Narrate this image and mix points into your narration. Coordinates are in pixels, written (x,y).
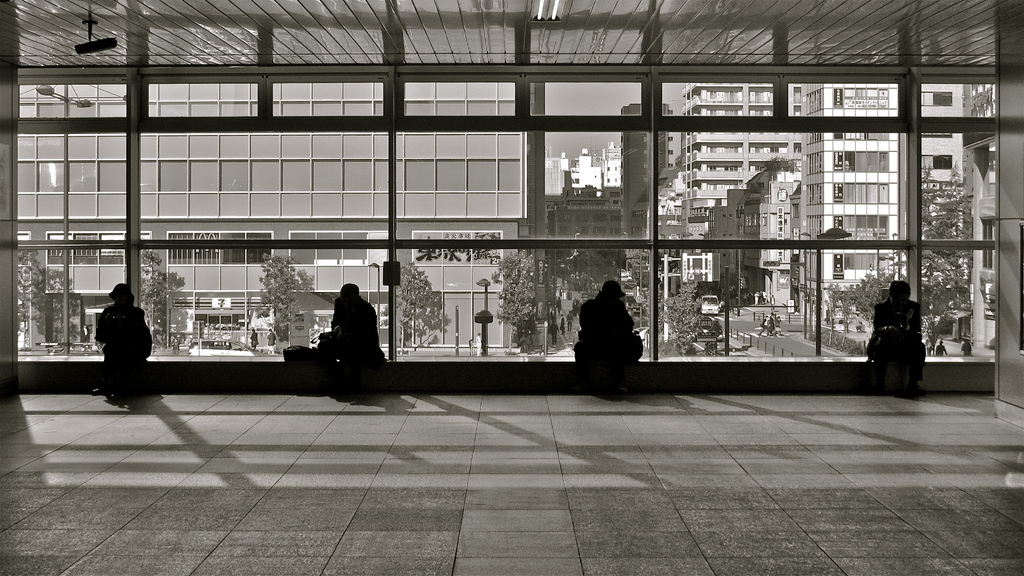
In this picture we can see four persons (618,370) sitting here, in the background (870,214) there are some buildings (814,187), trees (513,292) and poles (726,320), we can see a vehicle (709,310) here, we can see glass (787,216) here.
